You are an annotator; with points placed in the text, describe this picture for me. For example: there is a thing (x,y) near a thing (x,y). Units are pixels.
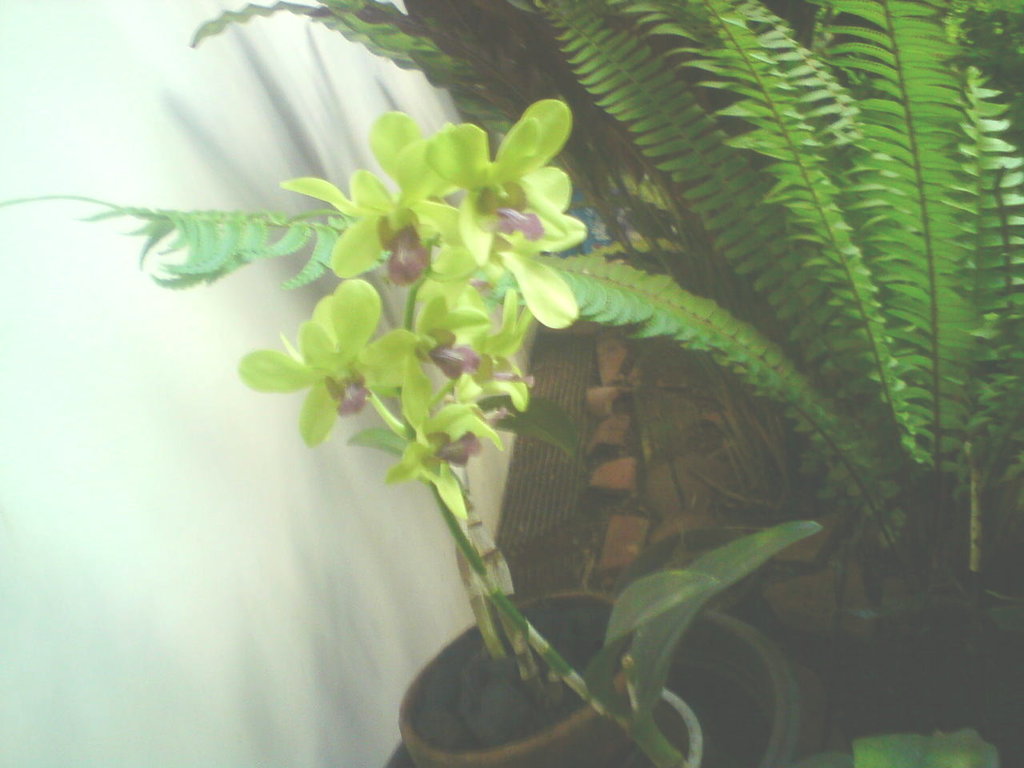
This image is taken outdoors. On the left side of the image (233,577) there is a wall (250,304). On the right side of the image (822,343) there are a few plants (643,661) in the pots (770,680).
